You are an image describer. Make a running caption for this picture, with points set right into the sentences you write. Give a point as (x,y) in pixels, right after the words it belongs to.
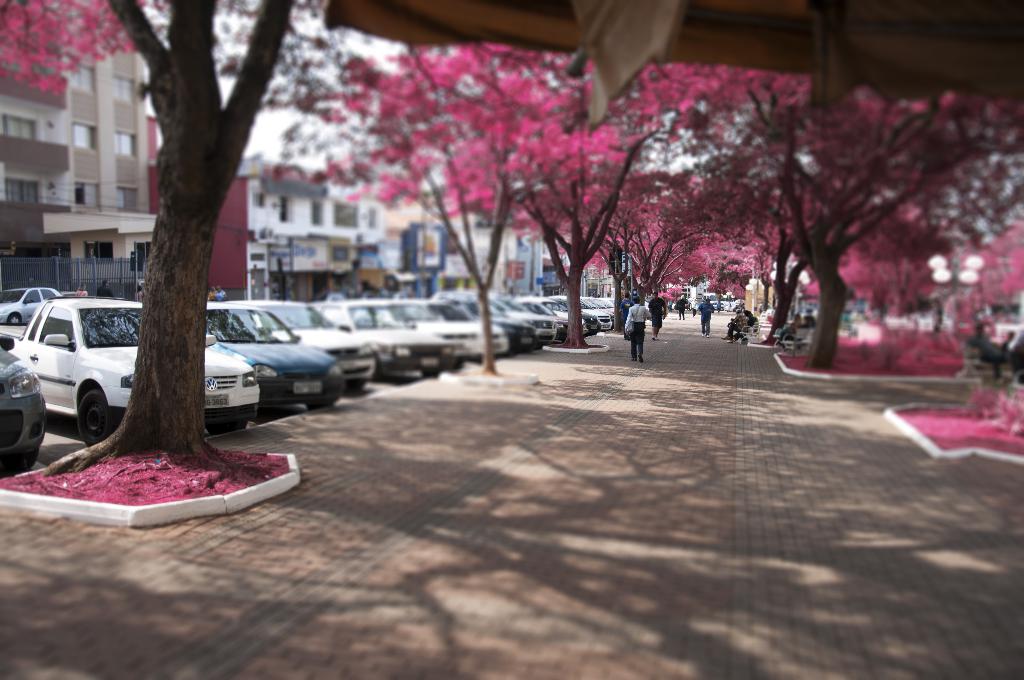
In this image we can see many cars (373,335). There are many buildings (55,144) and houses (346,232) in the image. There are many trees (589,218) in the image. There are many flowers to the trees (783,296). There is a walkway (738,496) in the image. There are many people (656,317) in the image.
